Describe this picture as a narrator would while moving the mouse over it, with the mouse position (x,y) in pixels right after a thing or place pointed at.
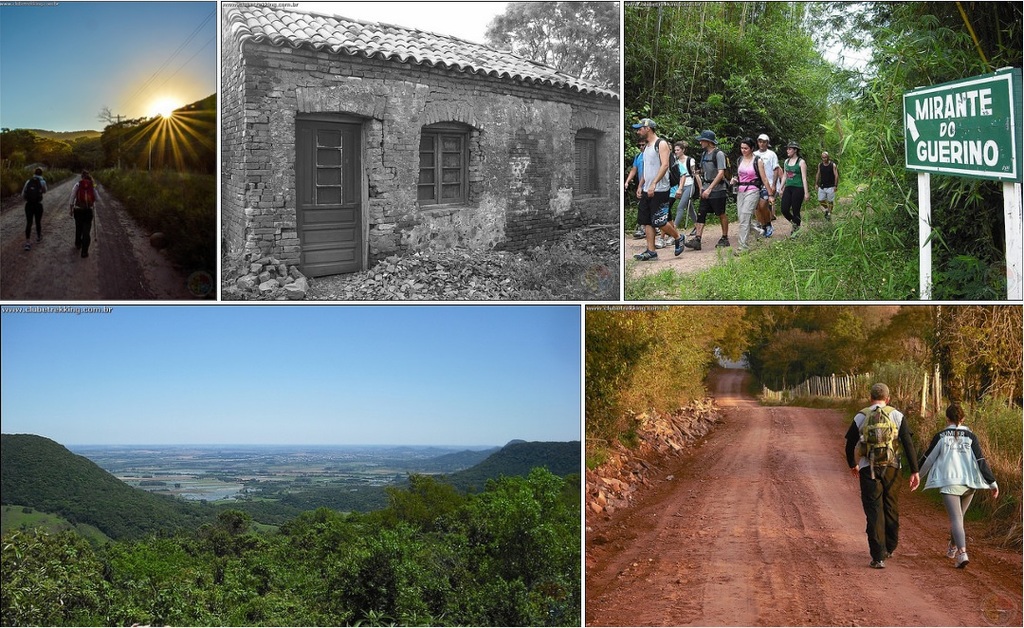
This image is a collage of five images. At the bottom (634,485) there are two images. In those images we can see there is the sky (324,411). There are many trees (221,537) and plants (752,375) with leaves (776,375), stems (950,363) and branches (300,496). There is a ground (297,463) with grass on it. Two people (896,480) are walking on the road (826,557). At the top (167,143) there are three images. In those images we can see there are many trees (711,76) and plants (810,146) with leaves (891,160), stems (695,56) and branches (79,139). There is a ground (823,277) with grass (802,281) on it. There is a house (512,101). A few people (705,187) are walking on the road (123,224) and there is a sunset (153,114).
